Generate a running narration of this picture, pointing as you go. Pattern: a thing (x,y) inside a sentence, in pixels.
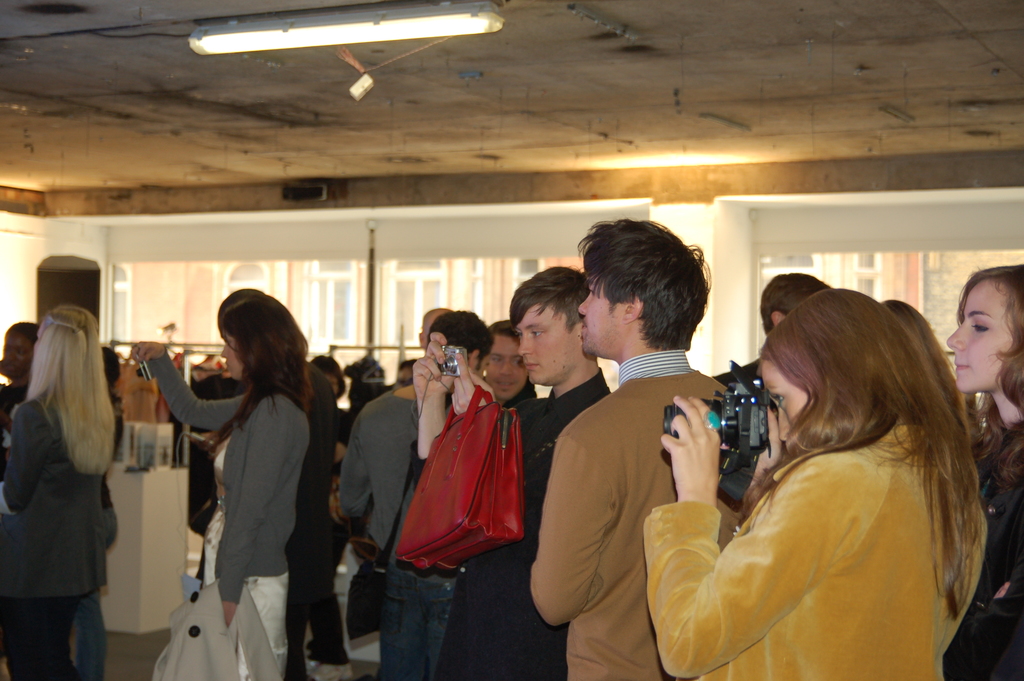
In this image, there are groups of people (370,468) standing. Among them few people (801,503) are holding the cameras (715,407). In the background (202,358), I can see the clothes (355,370) to the hangers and there are few objects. I can see a building (353,272) through the glass windows (518,281). At the top of the image (247,43), there is a tube light (227,25) attached to the ceiling (216,87).
